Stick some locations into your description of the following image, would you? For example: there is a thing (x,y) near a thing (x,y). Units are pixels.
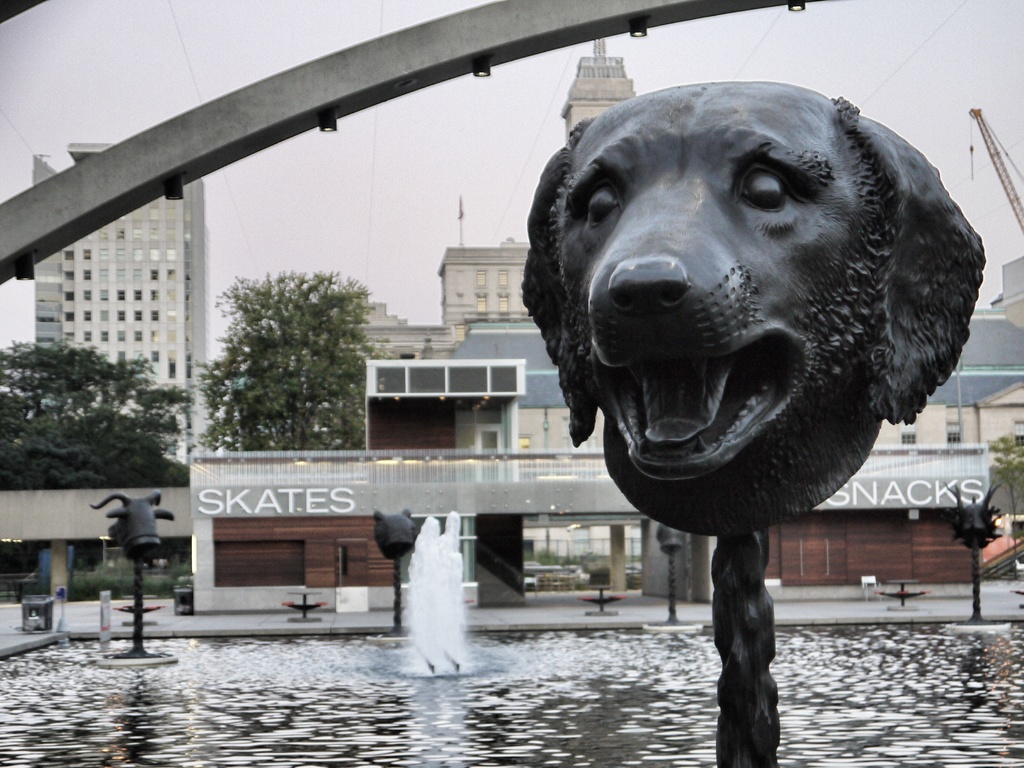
In this image, on the right side (708,488), we can see a statue of a dog (716,522). On the left side (155,547), we can see a statue of a bull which is placed on the water (114,684), trees (40,482), building (51,289). In the background (106,430), we can see a building (359,539), statues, fountain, trees (317,349), tower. At the top (508,130), we can see a sky (533,167), at the bottom (647,633), we can see a water (326,691) in a lake (341,717).
